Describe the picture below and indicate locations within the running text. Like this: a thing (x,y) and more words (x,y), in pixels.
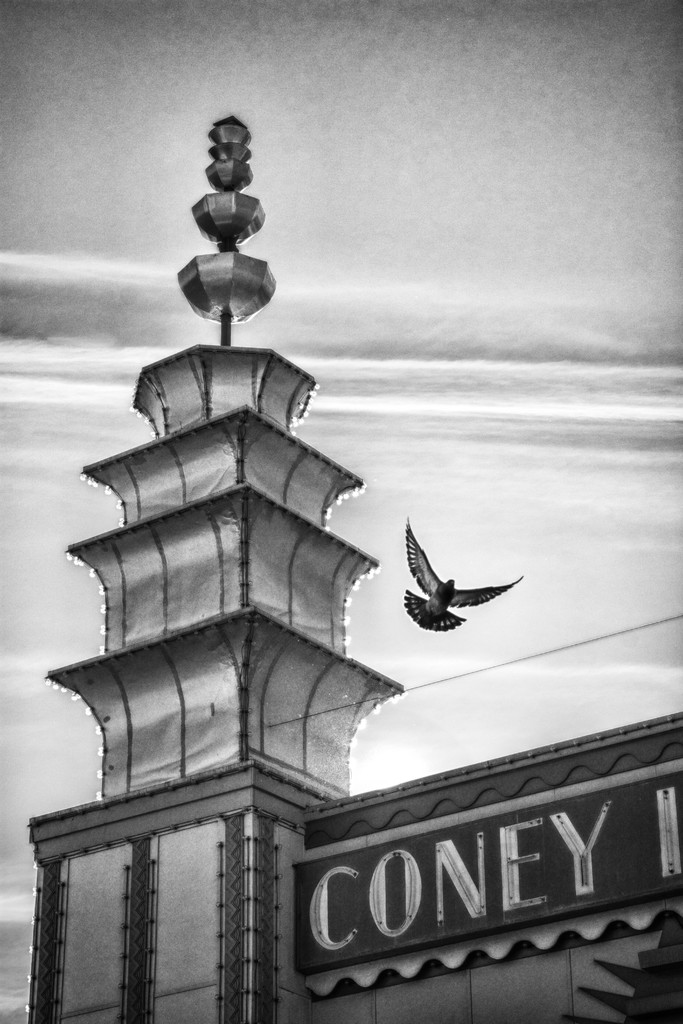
In this image I can see at the bottom (292,910) it looks like an arch (370,808), in the middle (440,587) a bird (461,605) is flying in the sky (569,428). This image is in black and white color.
